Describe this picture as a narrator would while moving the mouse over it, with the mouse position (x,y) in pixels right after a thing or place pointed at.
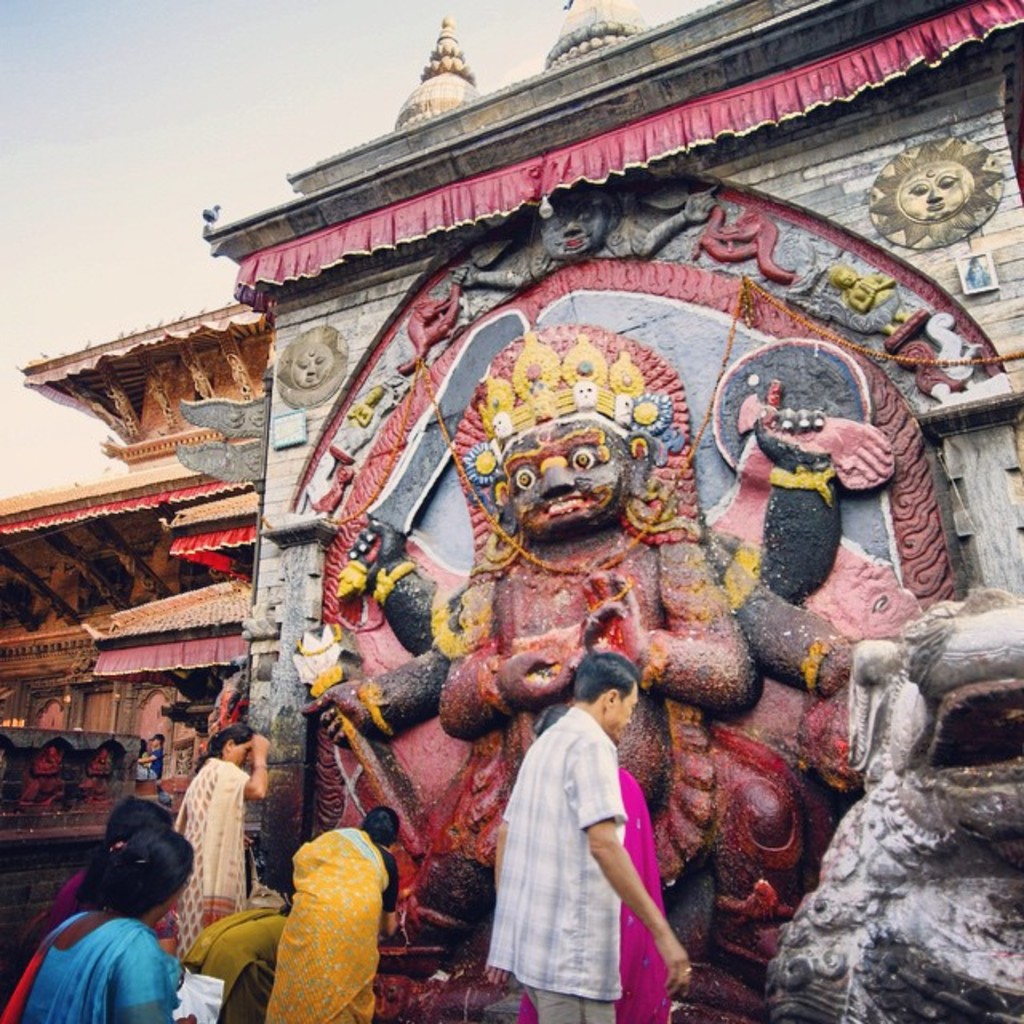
This picture is clicked outside. In the foreground (183,925) we can see the group of persons (609,932). On the right corner (1002,717) we can see the sculpture of some object (872,783). In the center (447,392) we can see the stone wall (358,295) and we can see the stone carving of the sun (938,205) and the stone carvings of some other objects (560,287) on the wall (823,182) and we can see the sculpture of a person (487,465) and in the background (179,187) we can see the sky (171,126) and some other objects (158,359).
